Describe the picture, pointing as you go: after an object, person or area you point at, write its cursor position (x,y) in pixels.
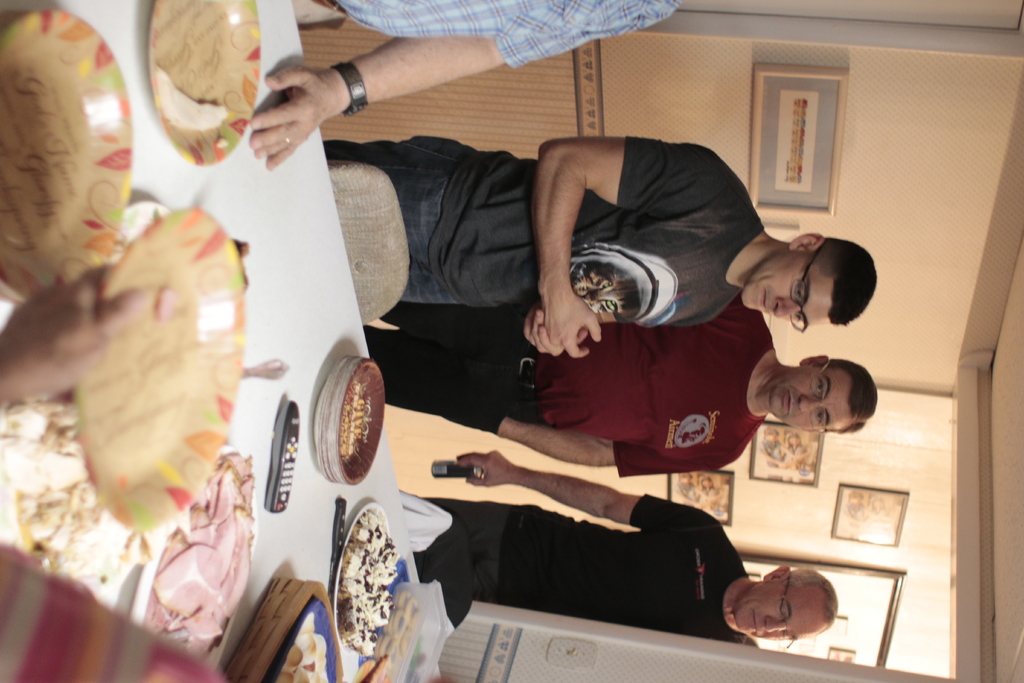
In this image I can see people (472,358) are standing in front of a table (329,509). On the table (290,547) I can see plates (321,449), food items (248,504) and other objects (268,500). Here I can see photos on the wall (854,352).
